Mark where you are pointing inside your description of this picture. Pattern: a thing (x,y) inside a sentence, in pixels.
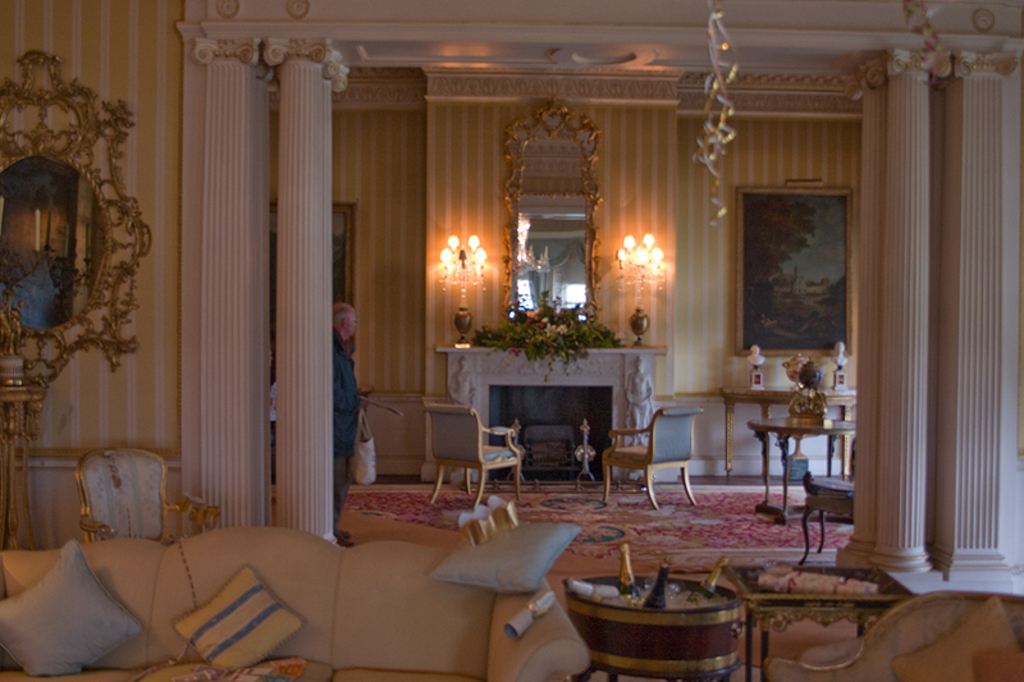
In this image I can see two sofas (907,633) in the front (253,553) and on it I can see number of cushions (547,571). In the center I can see a table (778,610), a container (704,618) and in it I can see ice cubes (685,604) and few bottles (664,566). In the background (655,439) I can see few chairs (655,425), few tables (735,414), few frames (762,186) on the wall (690,218) and I can also see a mirror (587,216) on the wall (617,312). On the both sides of the mirror (530,244) I can see number of lights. I can also see one person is standing in the background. On the left side of this image (88,225) I can see a chair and a mirror like thing (114,280) on the wall (173,210).
